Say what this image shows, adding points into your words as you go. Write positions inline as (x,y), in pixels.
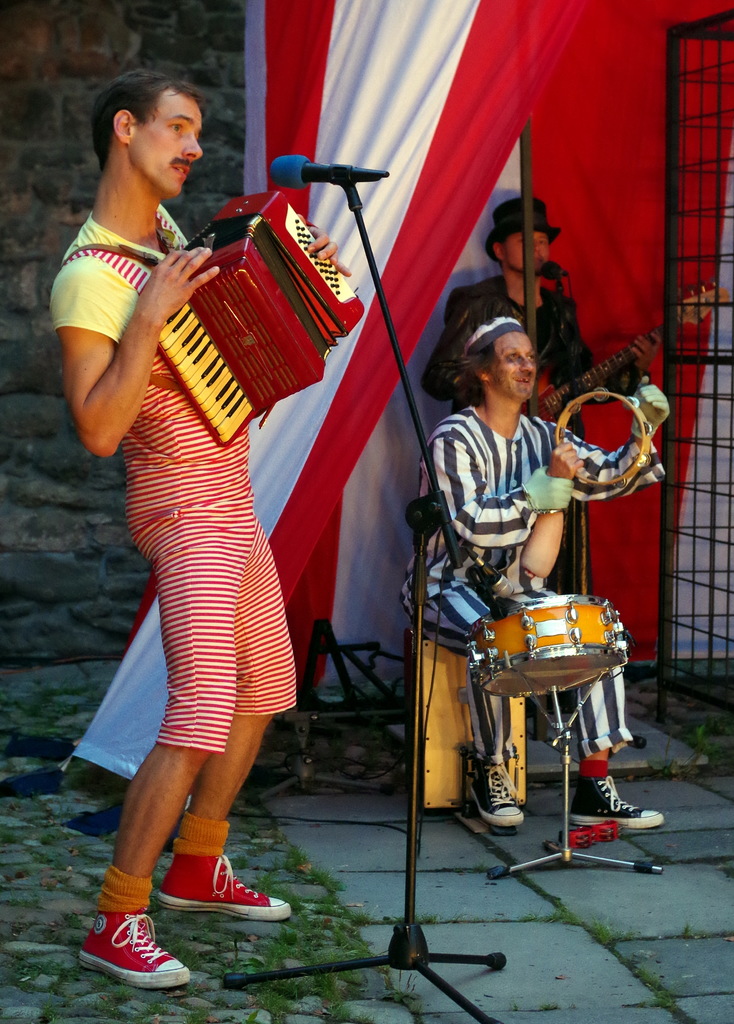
In this image we can see few persons (288,696) are playing musical instruments (276,330) with their hands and among them a person (459,586) is sitting on an object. We can see mic (490,574) on a stand (477,1012), musical instruments (446,680), wall (76,213), cloth (680,203) and welded mesh (675,182) on the right side (721,327).
